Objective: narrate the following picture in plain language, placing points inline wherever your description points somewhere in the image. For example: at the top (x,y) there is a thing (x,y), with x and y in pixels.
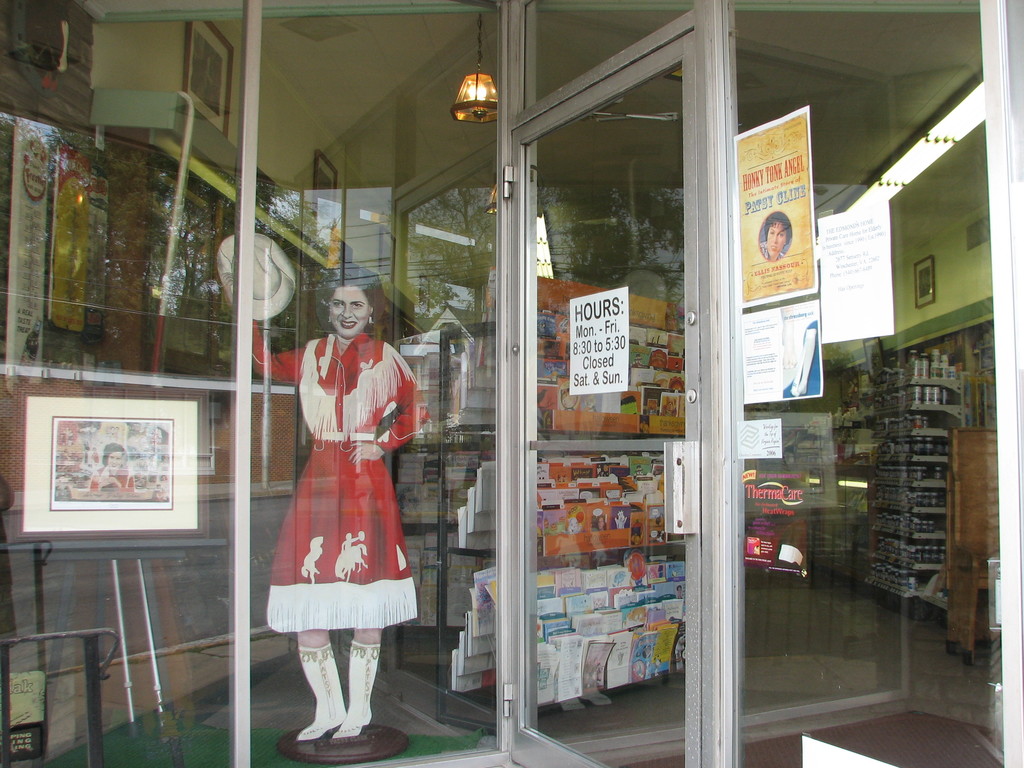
In this picture I can see in the middle (357,372) it looks like a doll (347,402) in the shape of a woman, on the left side (203,441) there is a photo frame (204,422). There are glass walls (228,479), in the middle (533,435) there is a glass door (595,438), a paper (619,383) is sticked on it. There are books (622,477) and other things (813,437), it looks like a store (850,508), at the top (479,88) there is a light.
